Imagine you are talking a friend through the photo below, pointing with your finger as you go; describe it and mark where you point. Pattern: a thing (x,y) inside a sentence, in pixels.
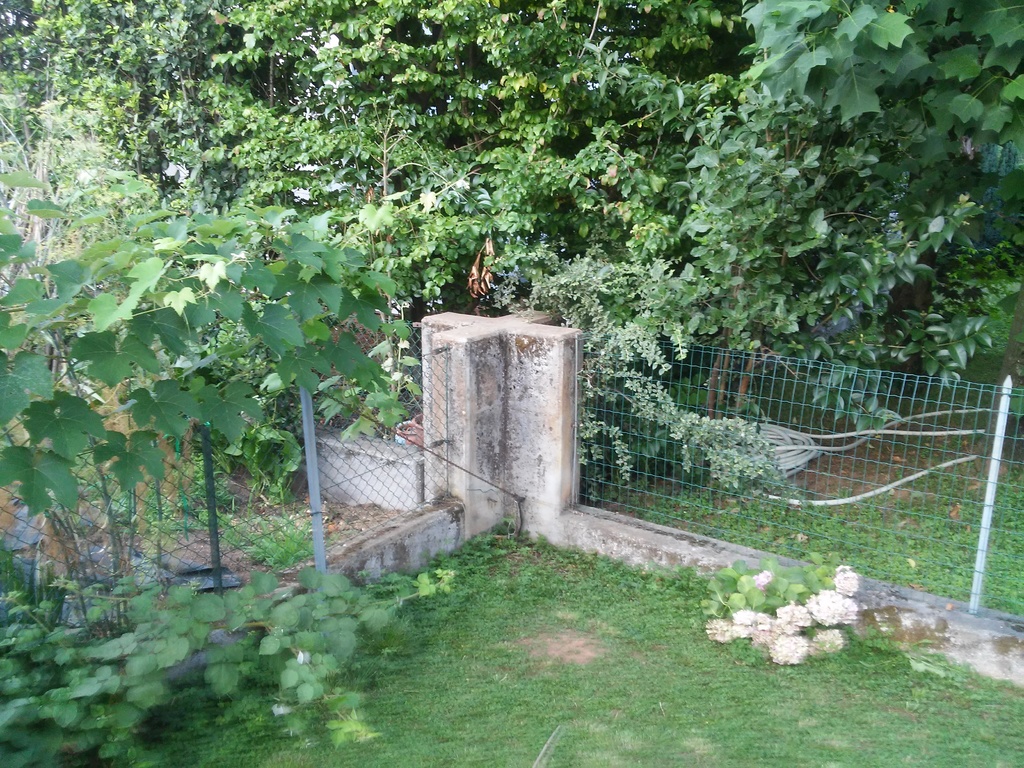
In this image there are few trees (187,149), plants (350,608), fences (806,484), grass (514,683) and the pipe (797,456).
